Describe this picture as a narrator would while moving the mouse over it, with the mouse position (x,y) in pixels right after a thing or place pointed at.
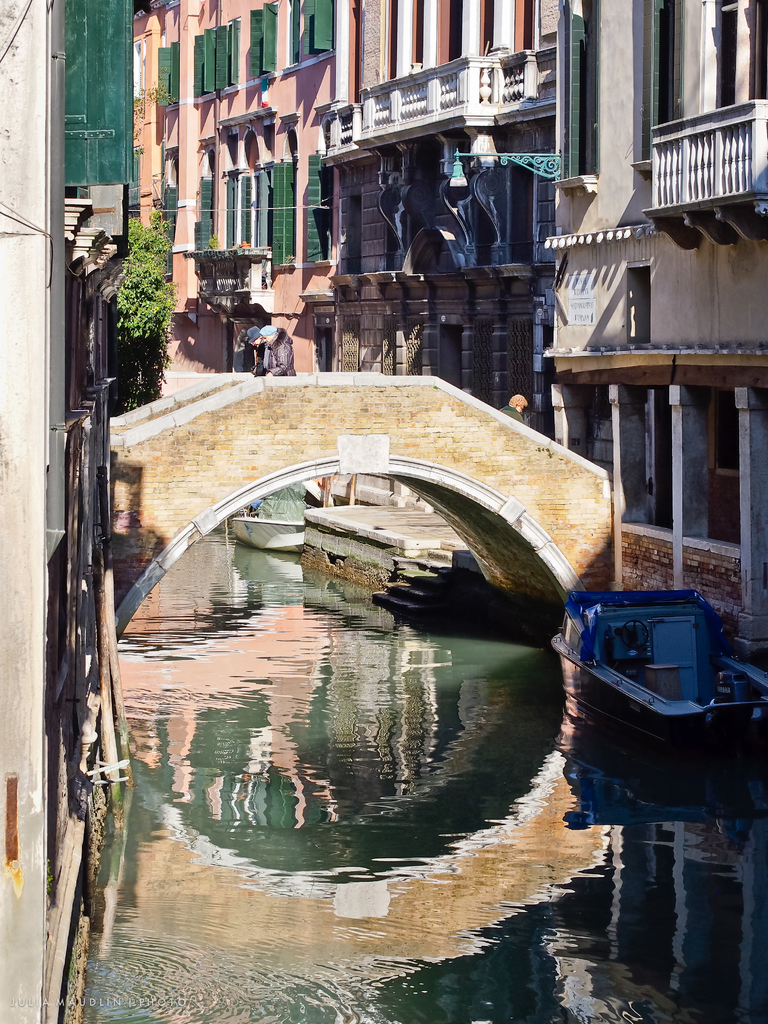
In this image we can see some buildings (231,173), plants (148,228), windows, there is a bridge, boat (659,612) on the water (506,698).
